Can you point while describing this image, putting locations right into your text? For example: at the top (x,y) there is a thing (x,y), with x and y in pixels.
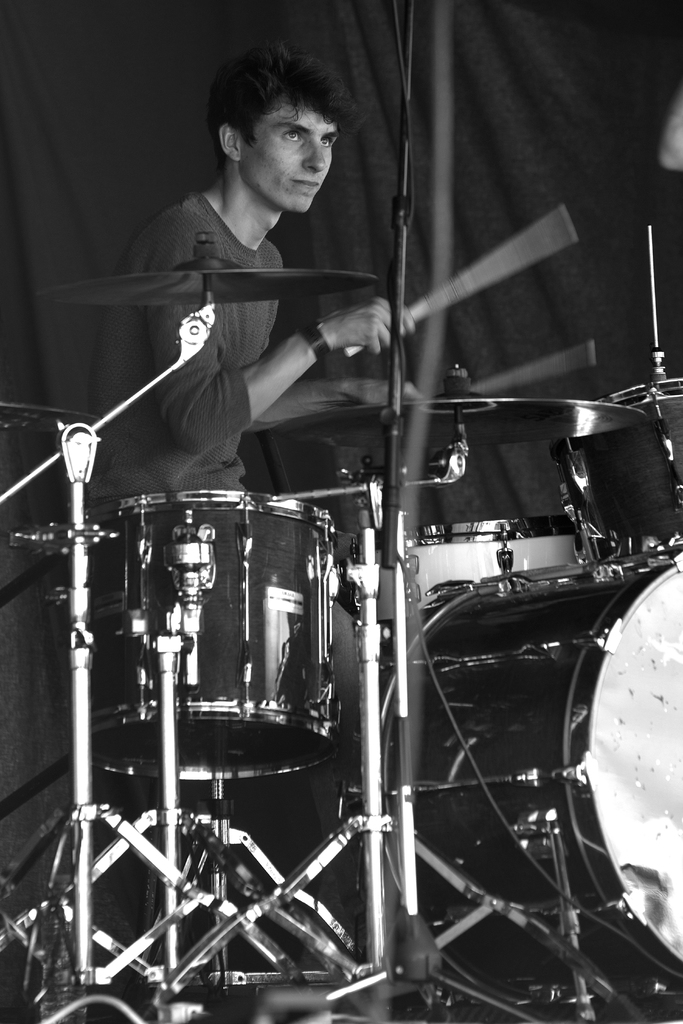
This is black and white image. In the background (305,34) we can see a black cloth (136,115). In this picture we can see a man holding the sticks (521,369). We can see the musical instruments (273,635). We can see the drums (675,538) and the cymbals (568,409).
